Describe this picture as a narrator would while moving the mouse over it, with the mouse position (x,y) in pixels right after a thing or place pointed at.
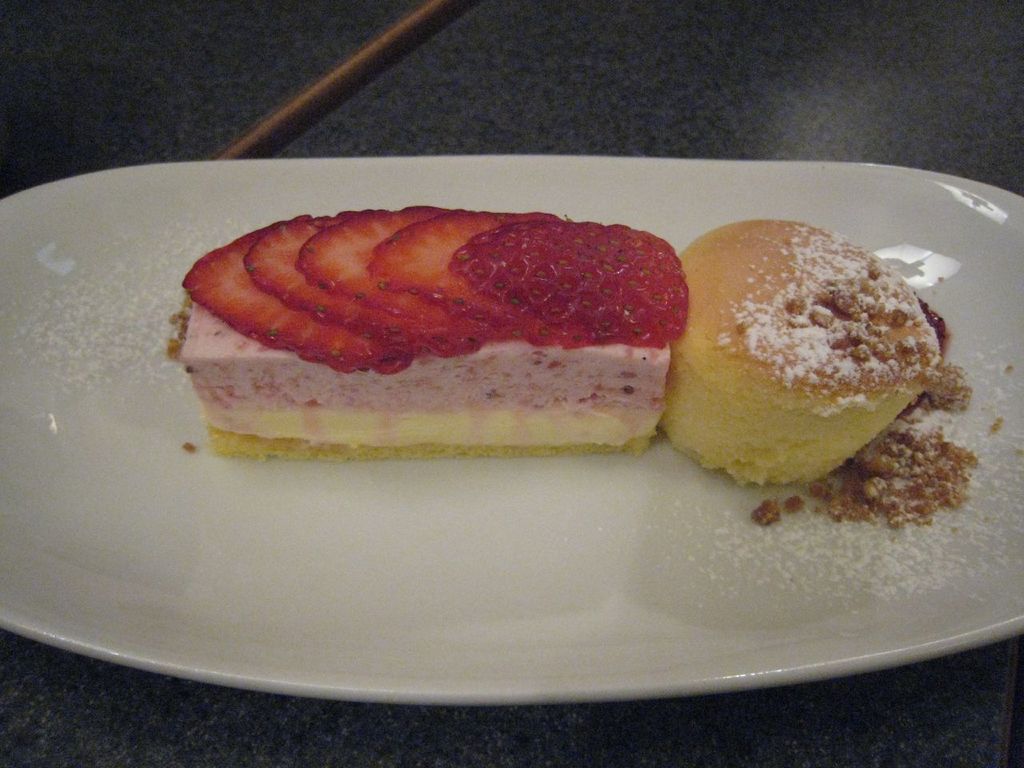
In this image in the center (409,493) there is a plate (420,508), and in the plate (446,531) there are pastries (512,342). And at the bottom (926,680) there might be a table (166,737).
